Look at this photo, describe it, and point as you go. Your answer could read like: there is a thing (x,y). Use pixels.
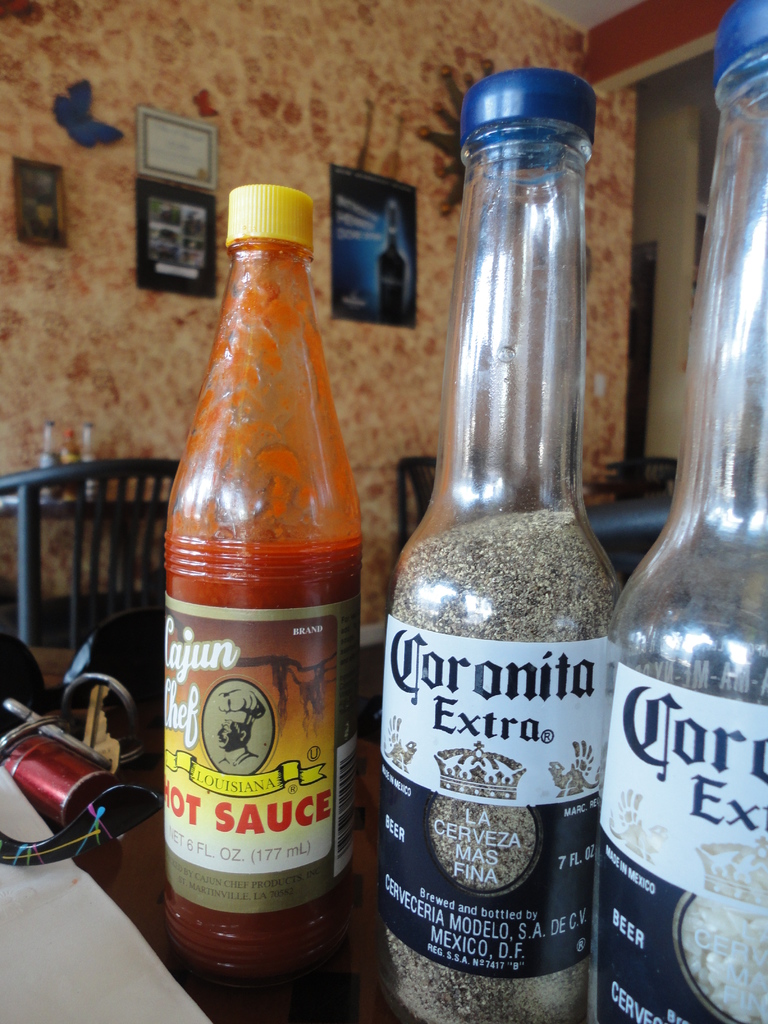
There are three bottles (316,637) on the table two of them are corona extra (487,696) and the third bottle (267,702) is hot sauce (312,667) and the background (343,123) is a wall (366,114) which is orange in color.
